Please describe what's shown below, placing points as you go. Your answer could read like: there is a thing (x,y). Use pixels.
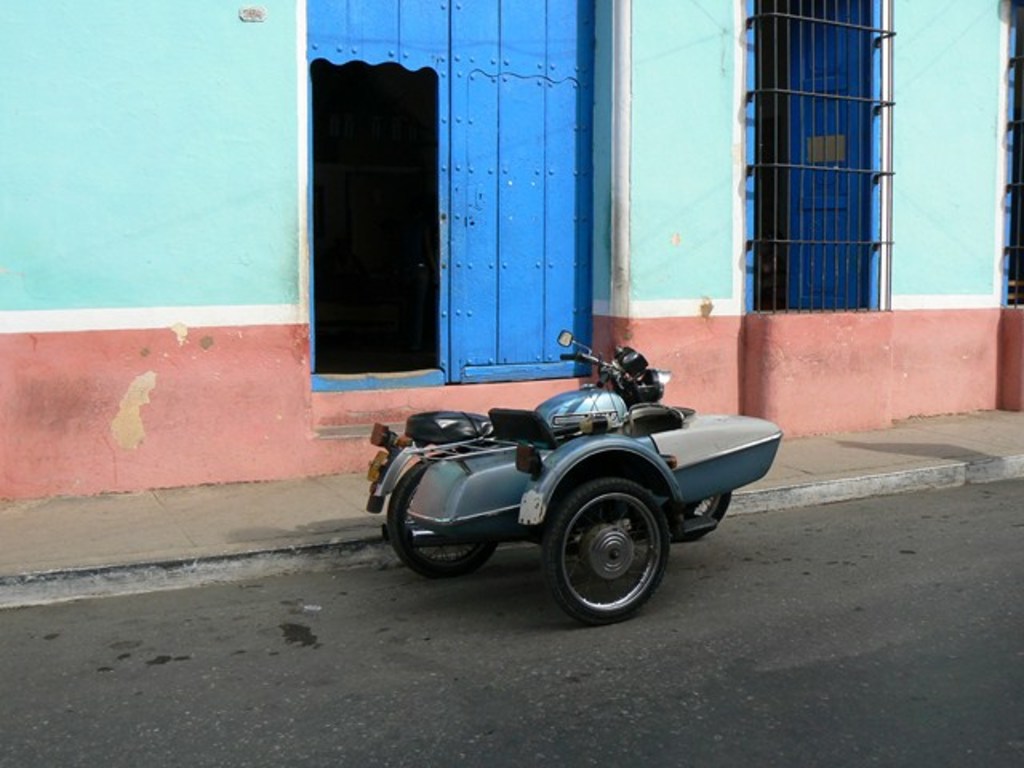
In this image, I can see the scooter (616,407) with sidecar (531,454), which is parked beside the road (400,565). This is the wooden door (469,82), which is blue in color. I think this is the house (185,225) with a window (779,207). This looks like an iron grill (831,242). Here is the road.
